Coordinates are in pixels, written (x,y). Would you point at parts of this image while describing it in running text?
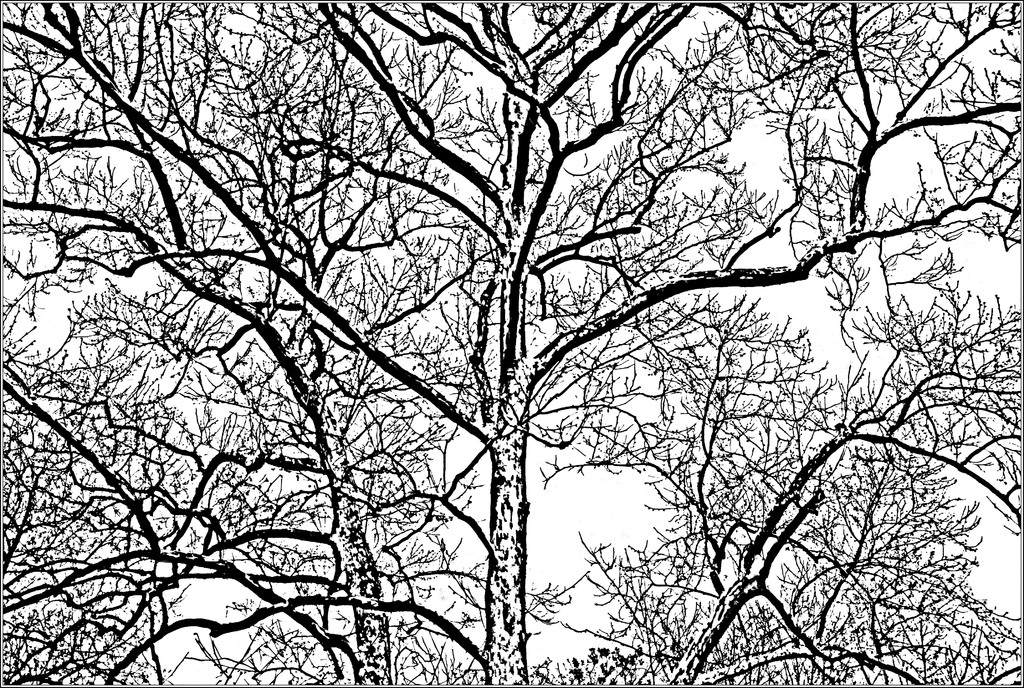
In this image we can see the drawing (675,272) of a tree (478,356).
